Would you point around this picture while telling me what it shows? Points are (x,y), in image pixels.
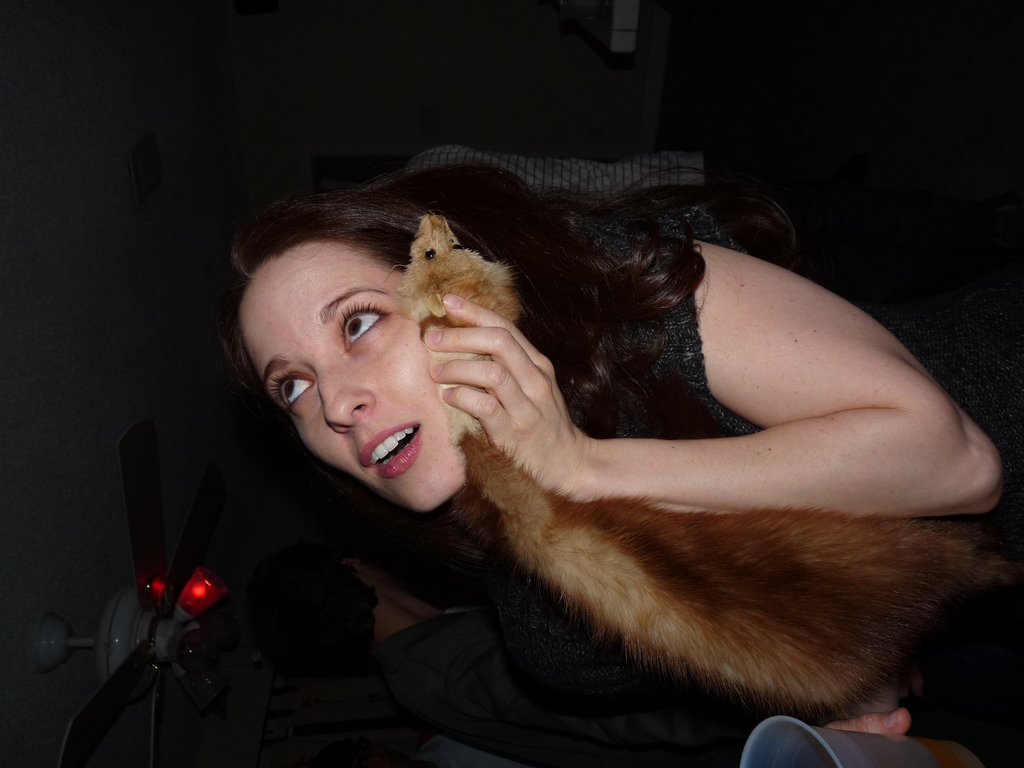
There is a woman (593,259) in black color dress (652,336) holding an animal (671,536) and keeping it on her cheek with one hand (510,379) and holding a glass (928,744) with other hand (875,702). In the background (206,574), there is a light (221,586) attached to a ceiling fan (130,613). And the background (138,113) is dark in color.
